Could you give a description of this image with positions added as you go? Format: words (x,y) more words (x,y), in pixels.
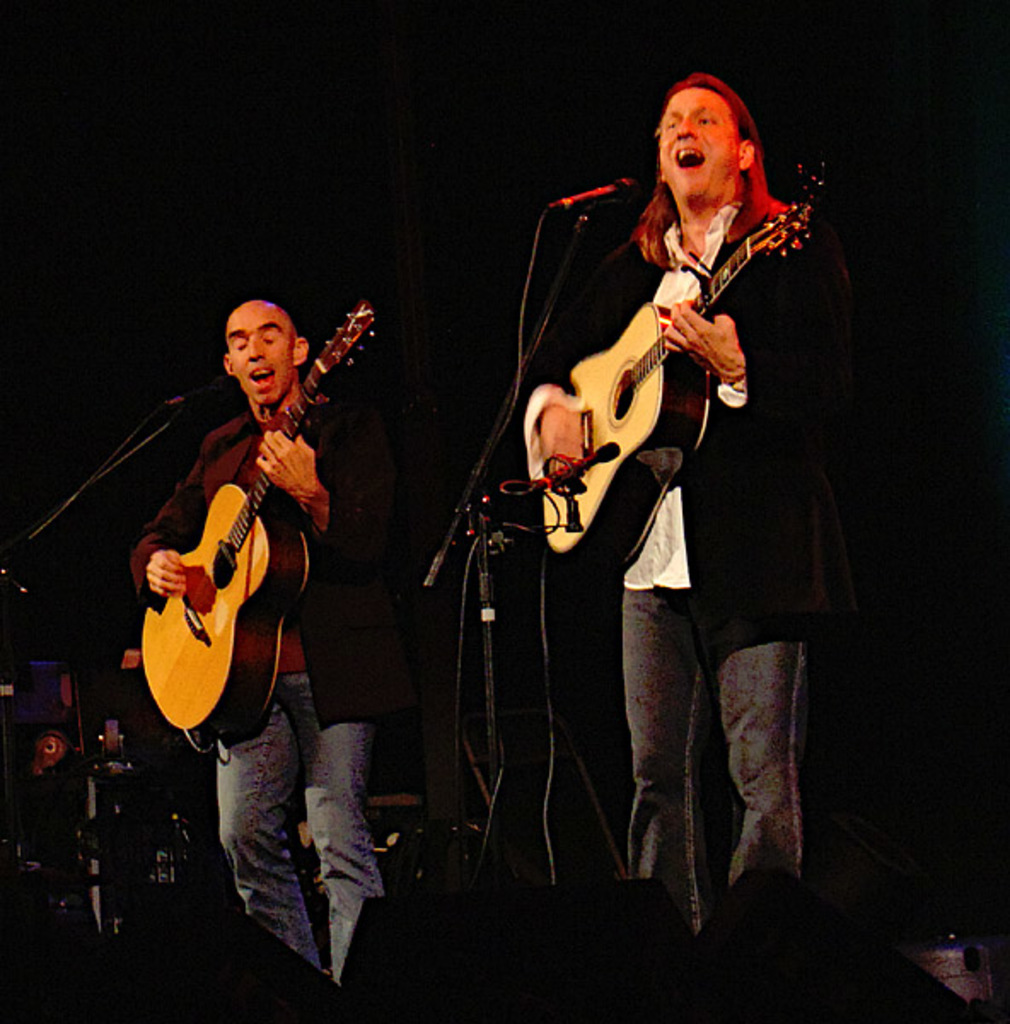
in this image i can see two persons (307,635) playing music and holding guitars (195,631) and both mouth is open and there are some musical instruments (122,810) kept on left side (49,863).
